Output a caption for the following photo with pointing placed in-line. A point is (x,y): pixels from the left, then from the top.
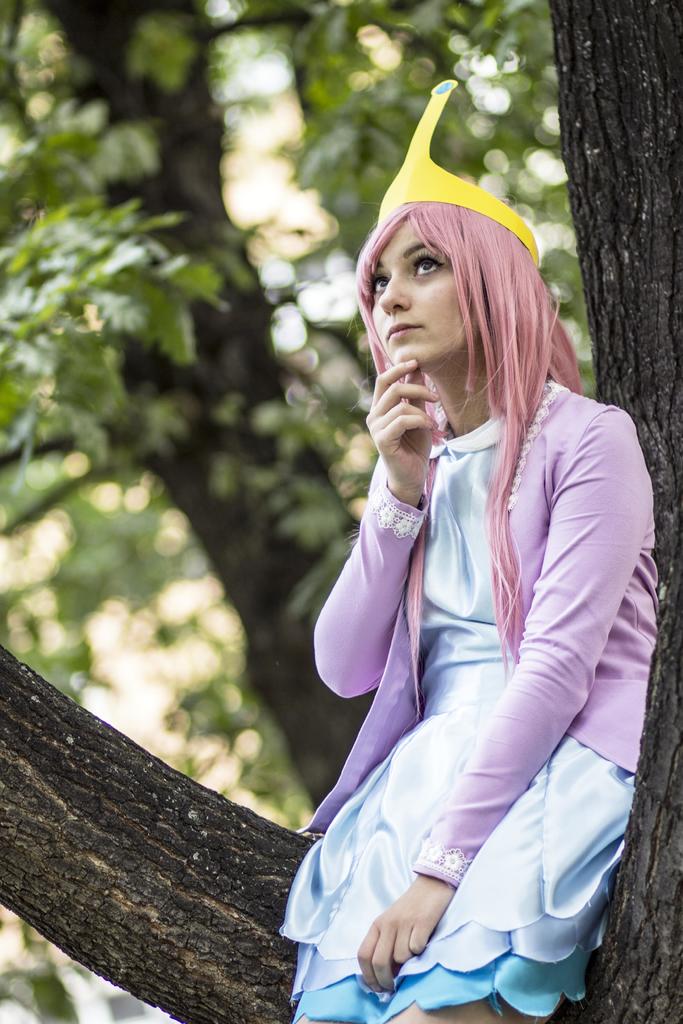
In this image there is a girl (485,738) sitting on the tree (248,894) by wearing the yellow colour cap (439,198) and pink colour top (580,561). In the background (95,294) there is a tree (220,250) with the green leaves (326,129).
